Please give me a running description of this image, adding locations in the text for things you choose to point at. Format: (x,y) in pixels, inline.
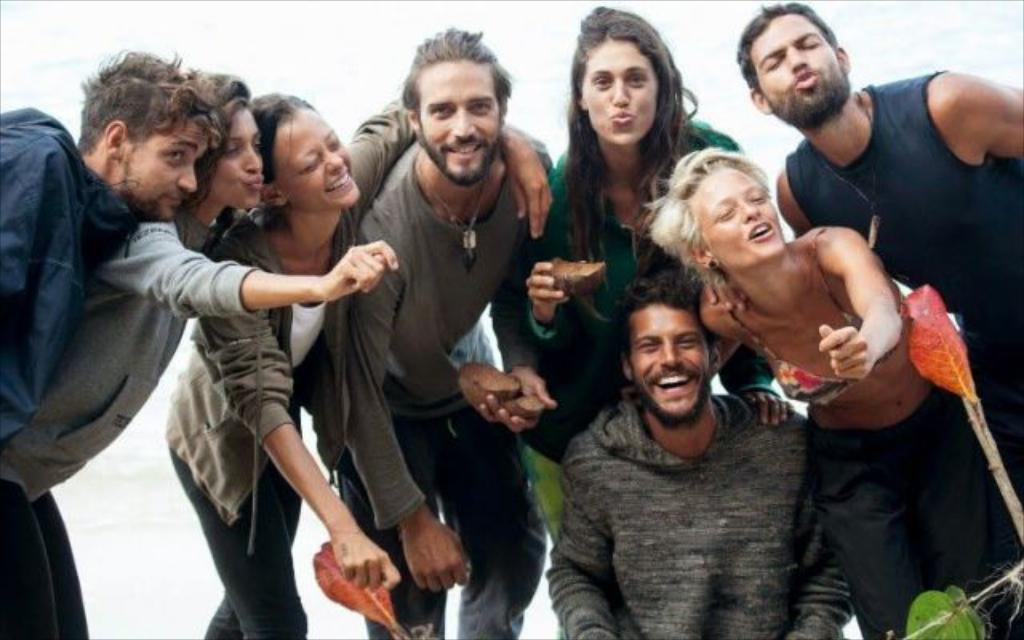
This image consists of eight people (720,322). On the right (945,606), we can see a small plant (1020,585). In the front (268,461), the woman (271,485) is holding a leaf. In the background (519,120), we can see the sky (265,34).
